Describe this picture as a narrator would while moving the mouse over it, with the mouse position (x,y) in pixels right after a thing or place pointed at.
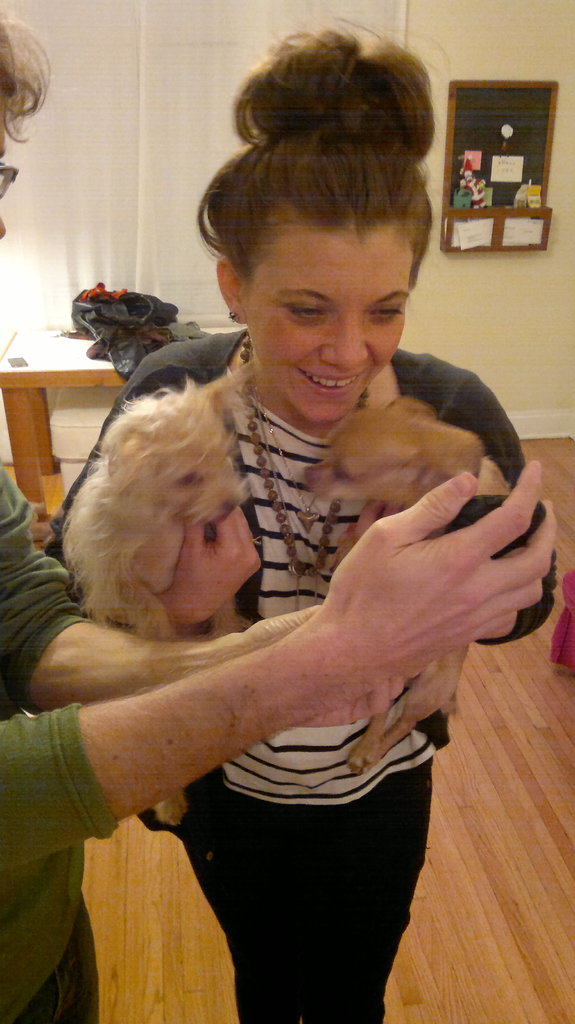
The picture is taken inside a room (405,937). On the middle (290,539) one lady (295,485) is smiling. she is holding two puppies (339,444). From the left another person's hand (278,641) is visible. Behind the lady (255,548) there is a table (67,337). In the background (109,260) there is curtain (310,15), wall (470,39). on the wall (467,72) a board (460,169) is hanged.
